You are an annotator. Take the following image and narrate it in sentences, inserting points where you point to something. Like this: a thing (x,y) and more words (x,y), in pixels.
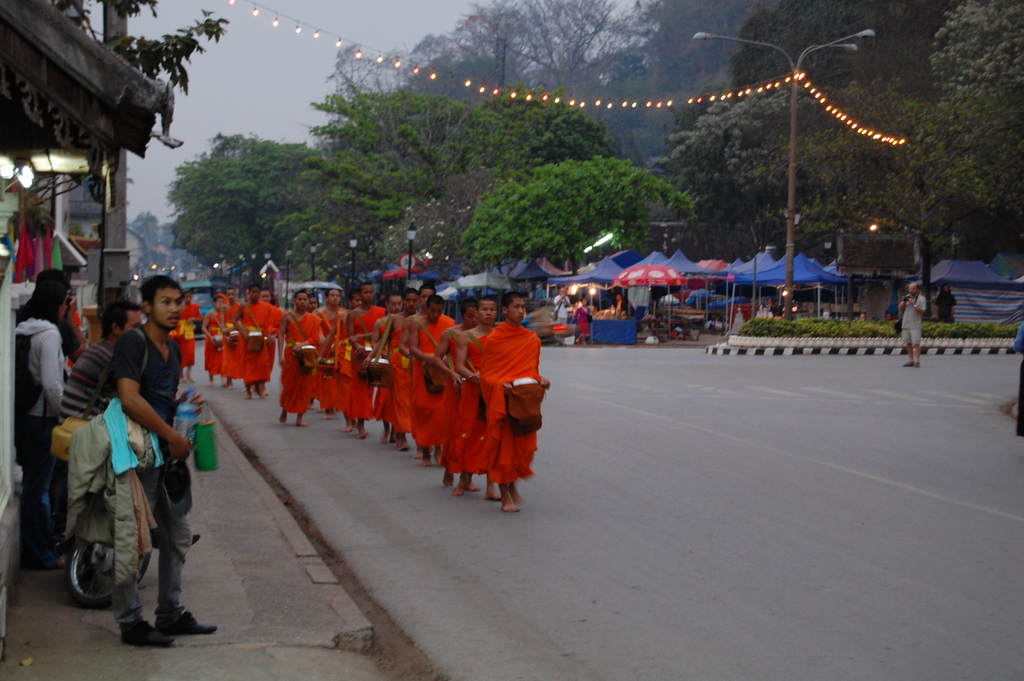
In the picture I can see people (430,351) among them some are walking on the road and holding some objects (514,422) in hands (451,376). These people (414,371) are wearing orange color clothes (368,324). I can see trees (503,182), street lights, string lights (779,80), plants (791,321), stalls (665,310) and some other objects (21,276). In the background (224,85) I can see the sky (252,49).
